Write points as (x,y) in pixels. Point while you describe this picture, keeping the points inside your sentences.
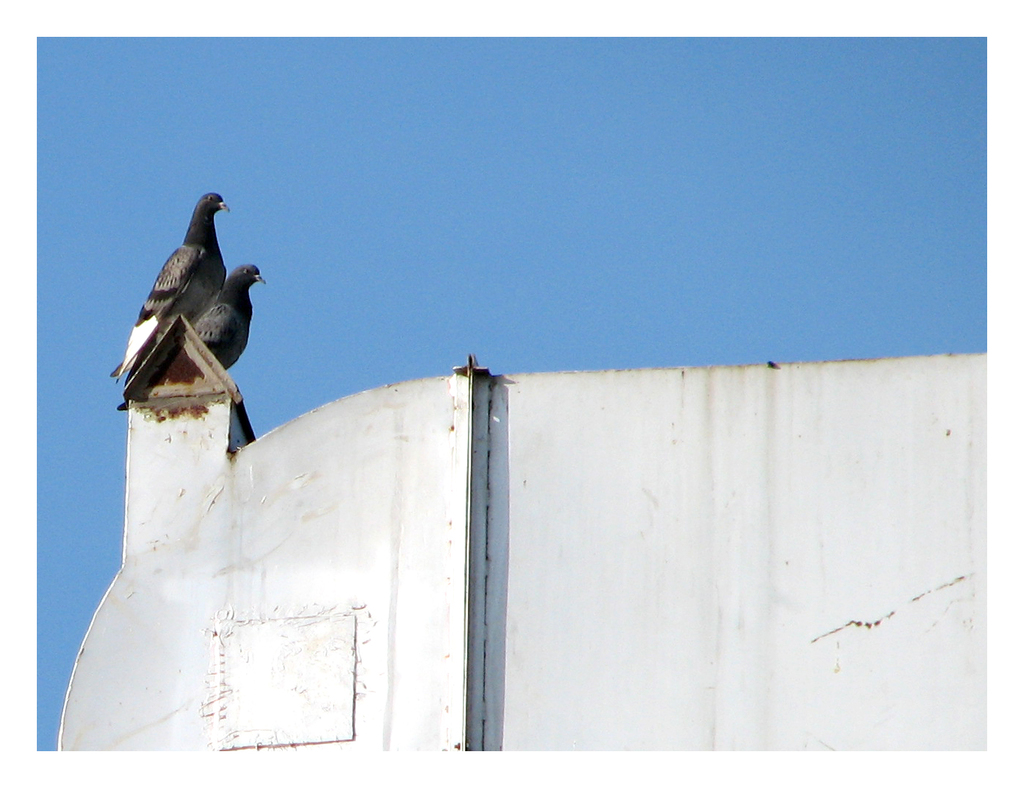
In this image we can see pigeons (200,273) standing on the wall (209,477) and sky (108,309) in the background (738,327).
